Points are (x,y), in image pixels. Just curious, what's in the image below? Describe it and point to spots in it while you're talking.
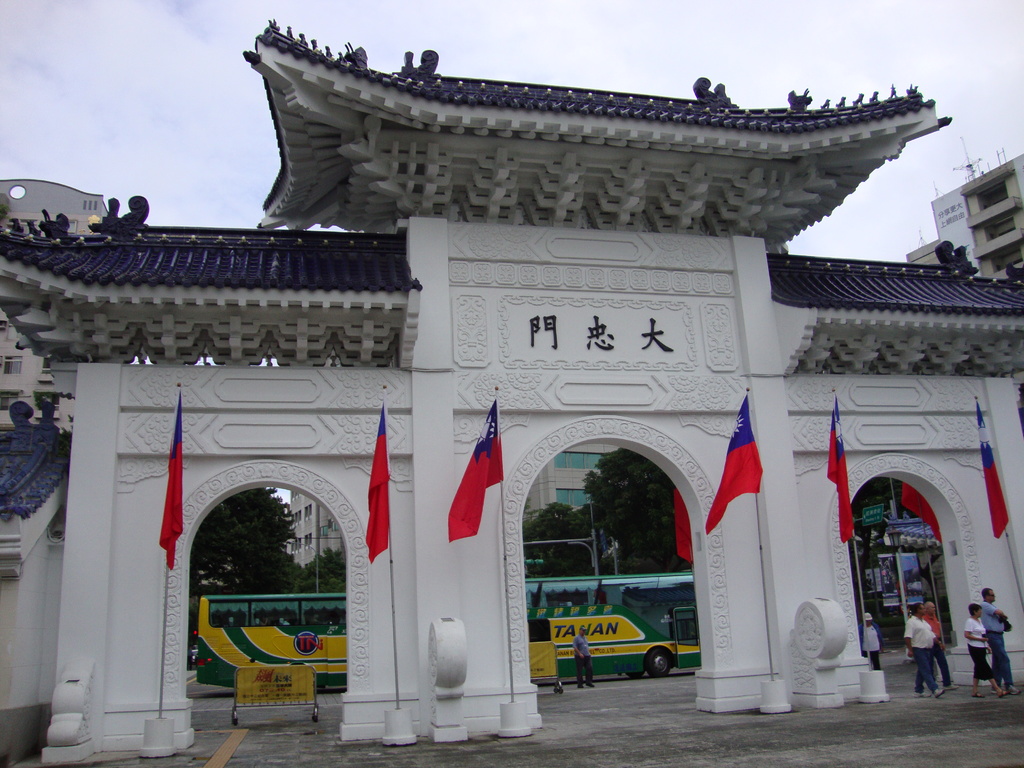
In the image we can see in front (379,656) there is an arch (713,420), there are flags (867,653) in front of the arch (775,649). There are people (985,662) standing under the arch (97,485) and behind there is a bus (679,604) standing on the road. There are lot of trees (542,545) and there are buildings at the back (670,572).
